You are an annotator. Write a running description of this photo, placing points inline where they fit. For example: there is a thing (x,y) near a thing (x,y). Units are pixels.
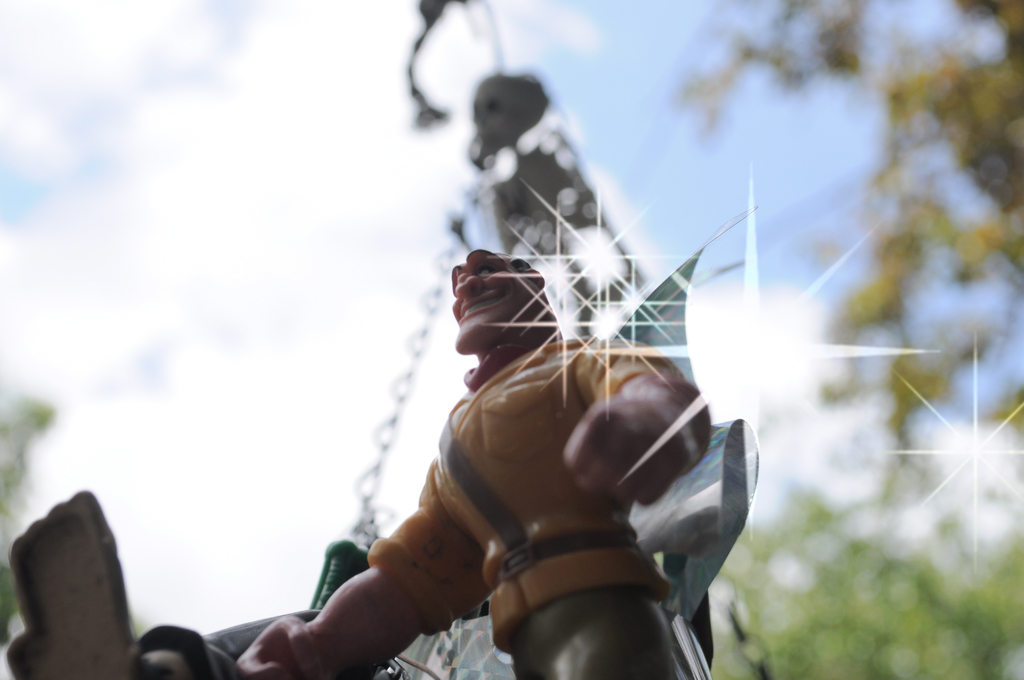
In the middle of the image (527,341), there is a toy (549,417). In the background (315,220), there are trees (990,79) and there are clouds (324,286) in the blue sky (661,73).
